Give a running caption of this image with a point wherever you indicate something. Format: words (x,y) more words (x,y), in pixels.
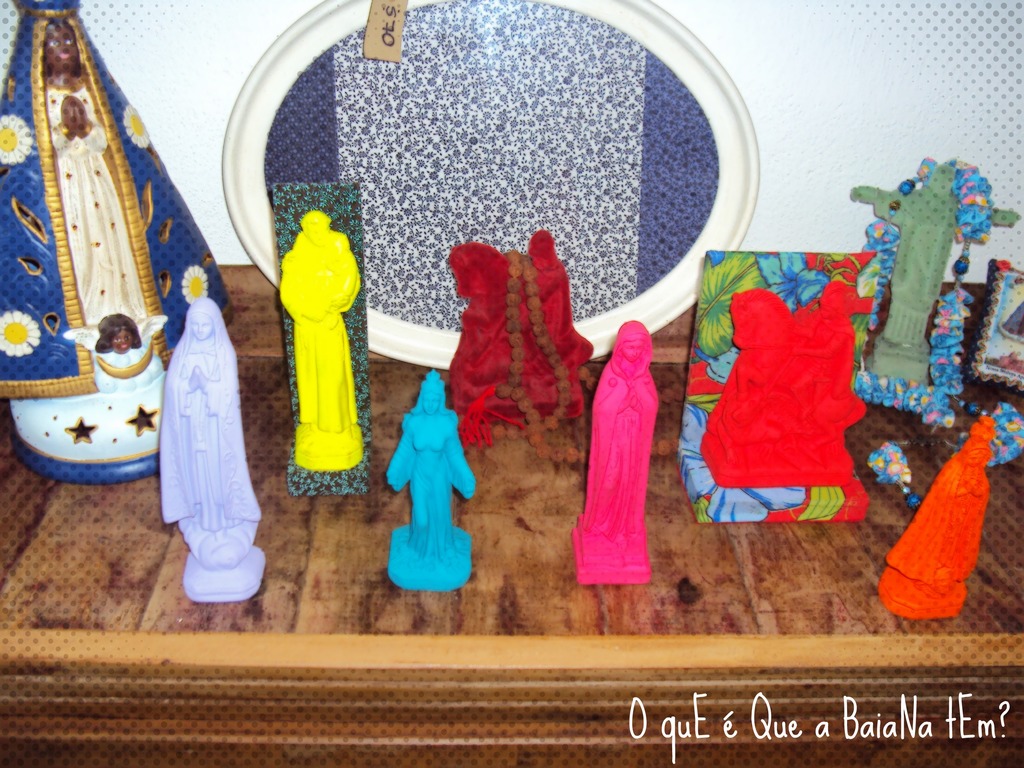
In this image I can see the brown colored surface (517,607) and on it I can see few toys (228,438) which are yellow, blue, pink, orange, cream and green in color and I can see a frame (540,139) which is blue and white in color. I can see the white colored wall (811,90) in the background (792,57).
